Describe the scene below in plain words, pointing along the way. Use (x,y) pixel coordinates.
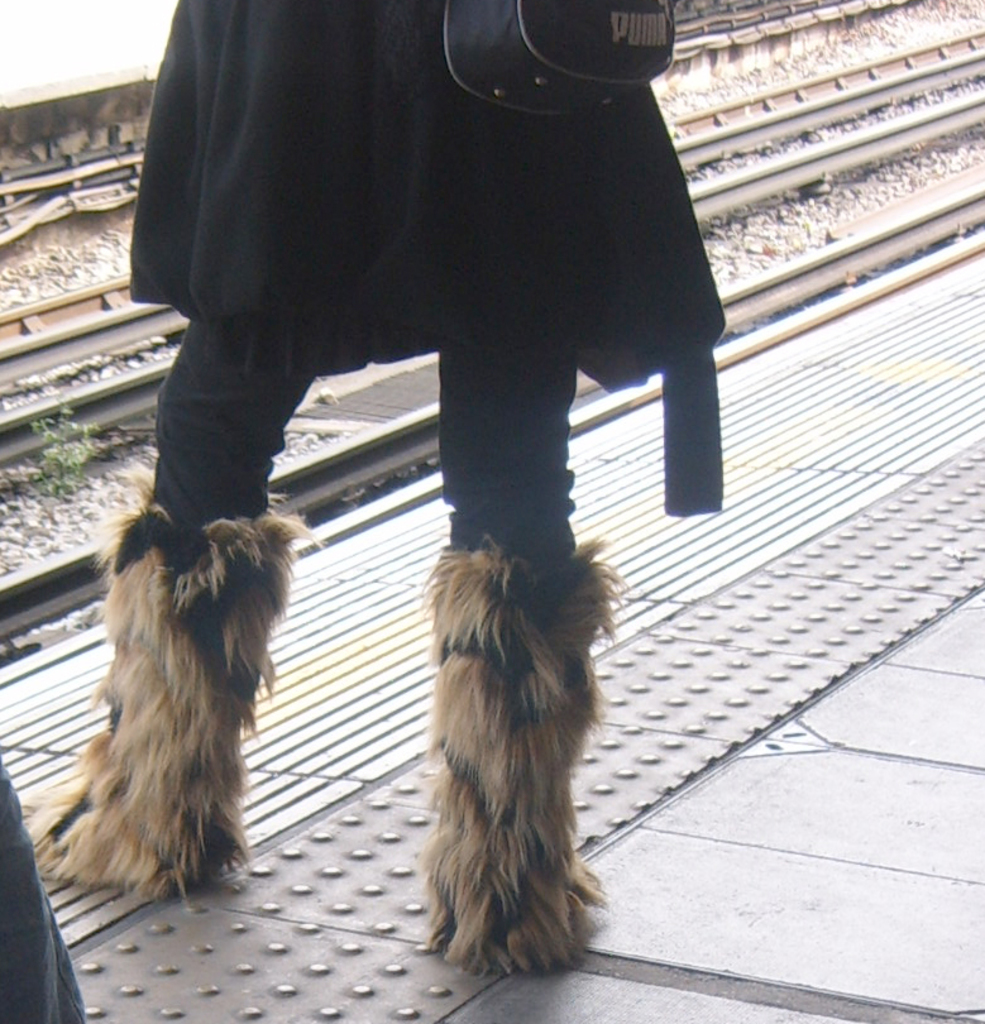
In this picture we can see a person (324,67) is standing on the path (616,650) and in front of the person (609,149) there are railway tracks (733,198).
